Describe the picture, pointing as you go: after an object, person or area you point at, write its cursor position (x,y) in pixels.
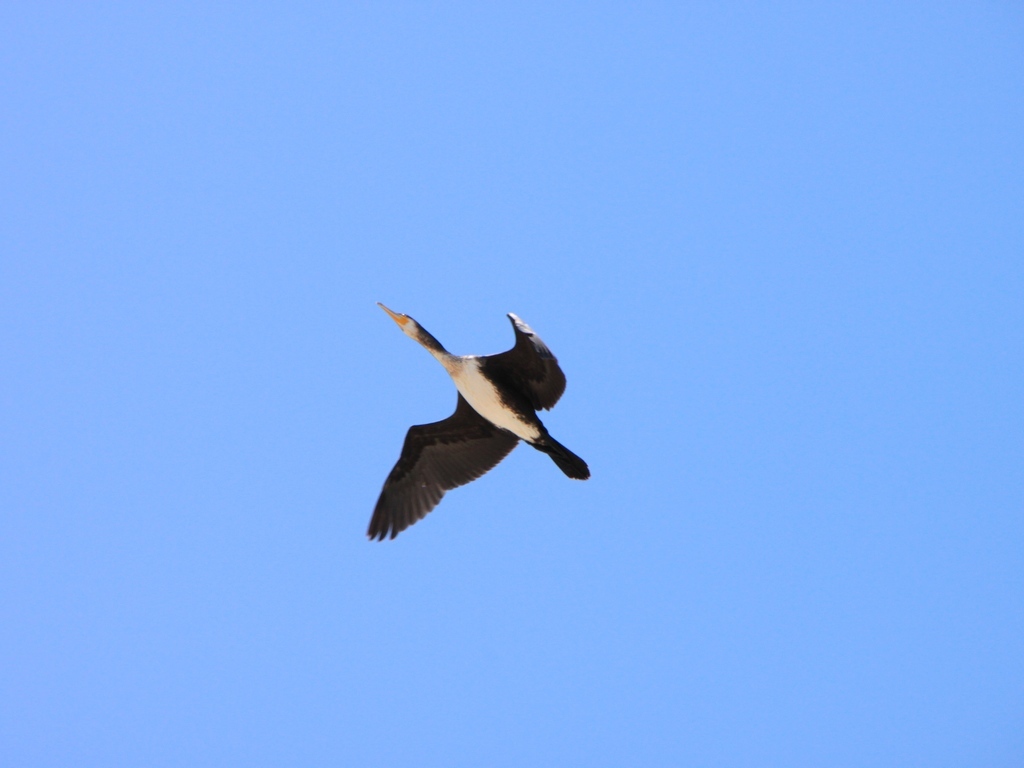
In this image we can see a bird (508,398) flying in the sky (565,394). There is the sky (263,663) in the image.
